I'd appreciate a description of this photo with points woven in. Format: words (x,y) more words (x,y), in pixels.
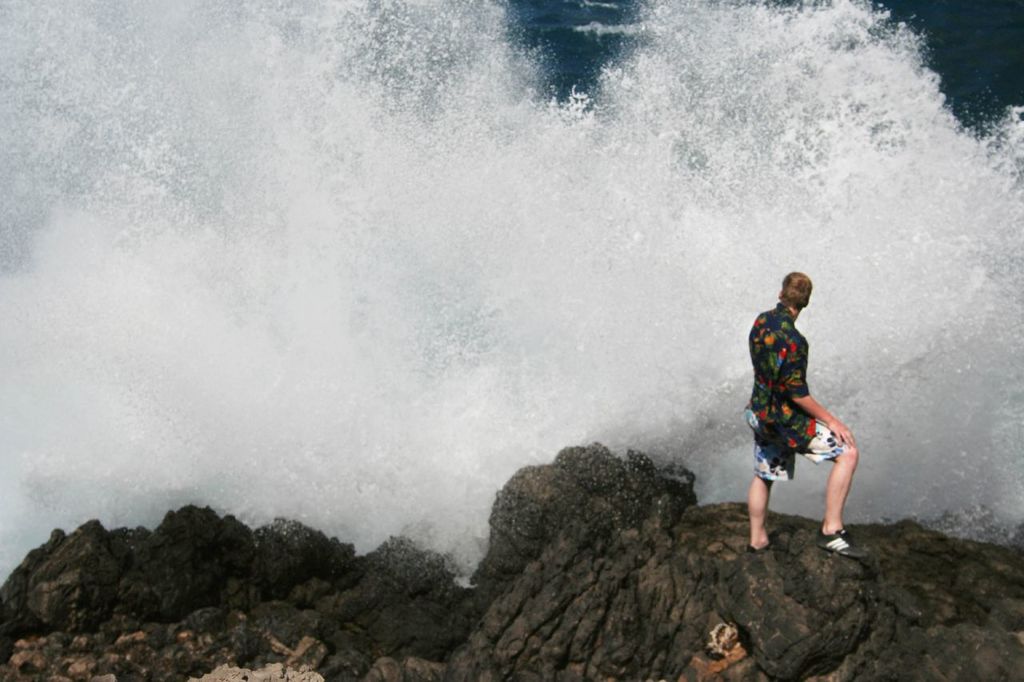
In this picture we can see a person (778,467) is standing, there are rocks (717,514) at the bottom (792,611), we can see water (629,251) in the background (548,263).
